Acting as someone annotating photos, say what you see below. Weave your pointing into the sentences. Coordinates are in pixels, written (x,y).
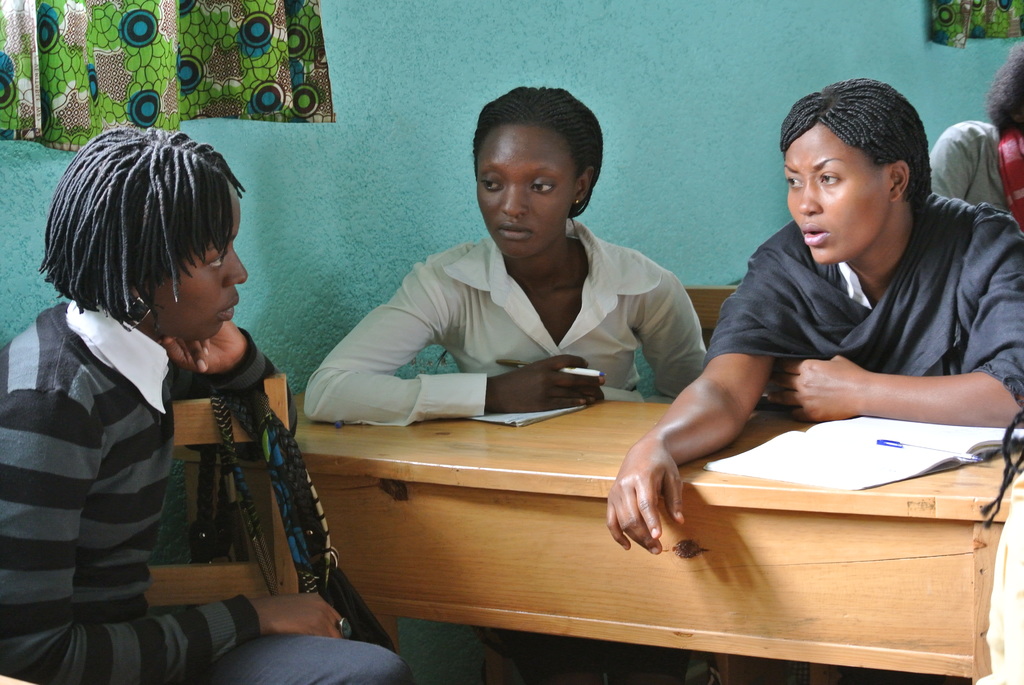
In this picture we can see persons (771,293) sitting on chairs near to the table (694,507) and on the table (787,497) we can see books (781,453), pen (918,446). On the background of the picture (797,22) we can see wall (645,41), curtains (307,74).
